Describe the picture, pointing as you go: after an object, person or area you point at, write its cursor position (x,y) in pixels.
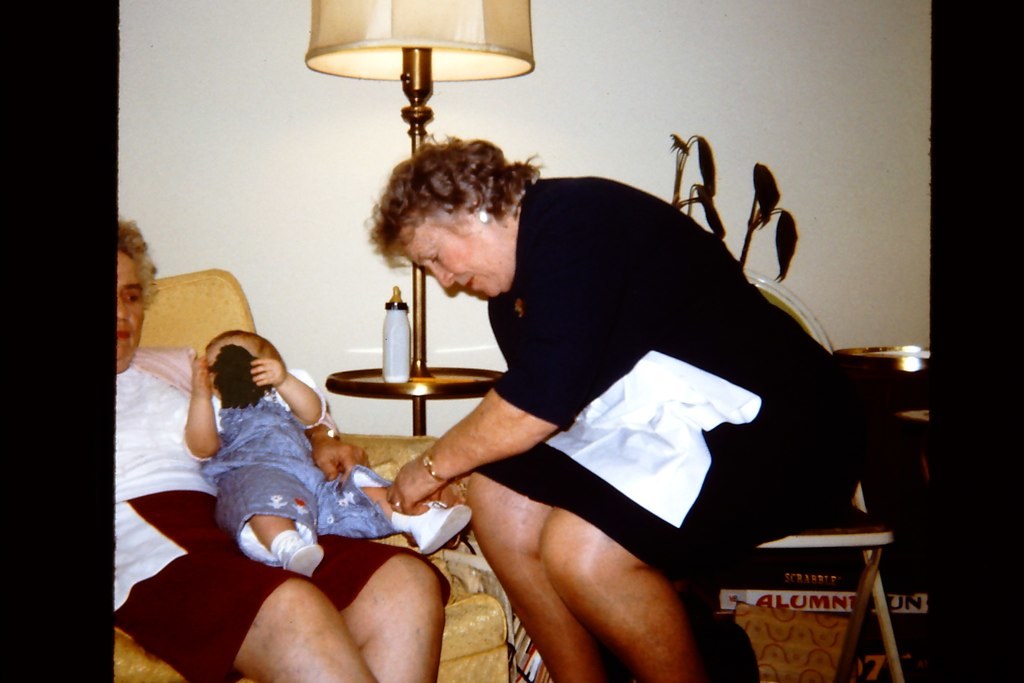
In this image I see 2 women (450,139) and in which one of them is holding a baby (240,475) and both of them are sitting. In the background (285,345) I see the lamp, a bottle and the wall (403,275).
